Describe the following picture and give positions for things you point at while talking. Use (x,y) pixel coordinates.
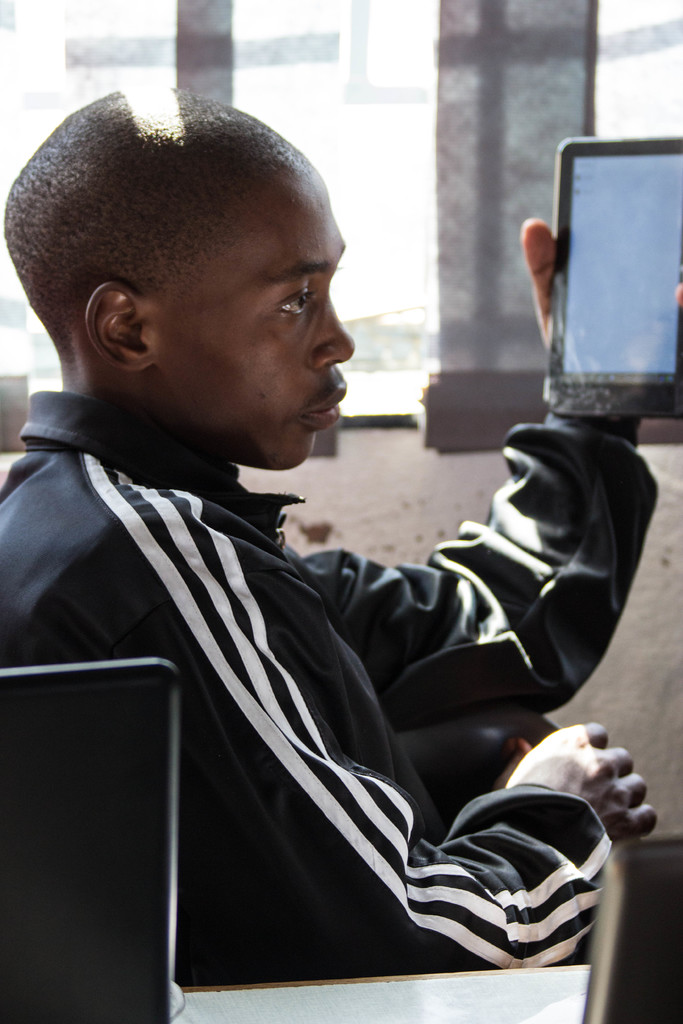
There is a person (112,166) sitting on a chair (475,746). He is holding a mobile phone (559,372) in his hand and he is looking at somewhere.
